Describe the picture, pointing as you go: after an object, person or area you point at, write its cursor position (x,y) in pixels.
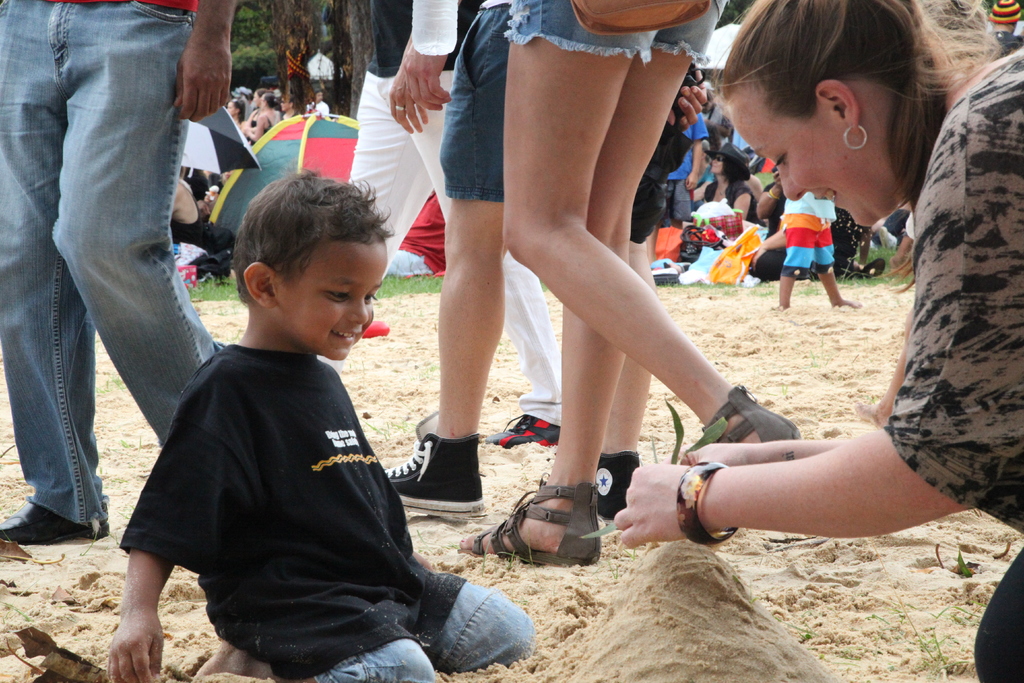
In the center of the image (676,452) we can see a lady (884,474) and a boy (362,550) sitting on the sand (879,632). In the background (86,265) there are people (368,163) and we can see tents (294,164), umbrella (227,140) and trees (290,78).
